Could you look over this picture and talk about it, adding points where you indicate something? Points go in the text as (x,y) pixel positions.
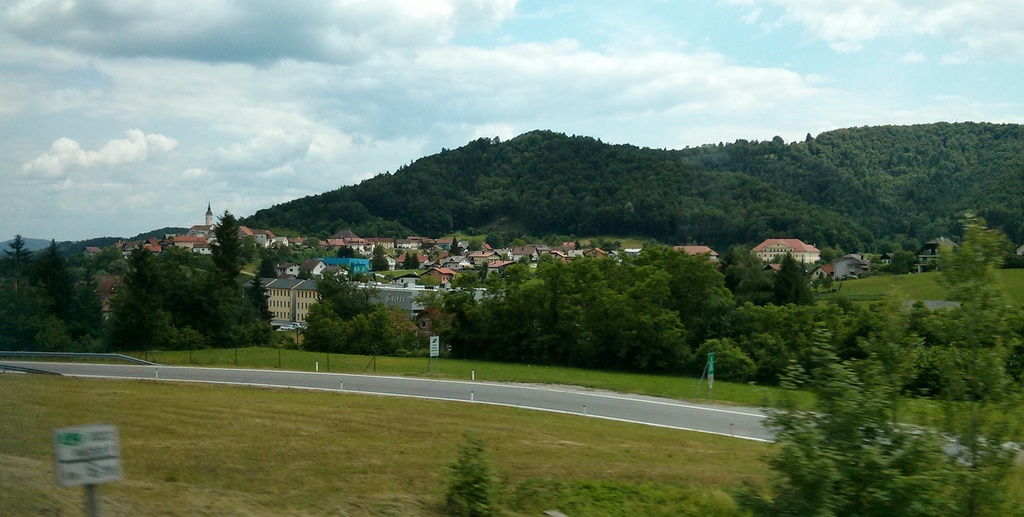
In this image we can see there are trees (591,350), plants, boards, grass (496,407) and road (564,398). In the background (330,259) there are houses (803,260) and sky (688,97).
